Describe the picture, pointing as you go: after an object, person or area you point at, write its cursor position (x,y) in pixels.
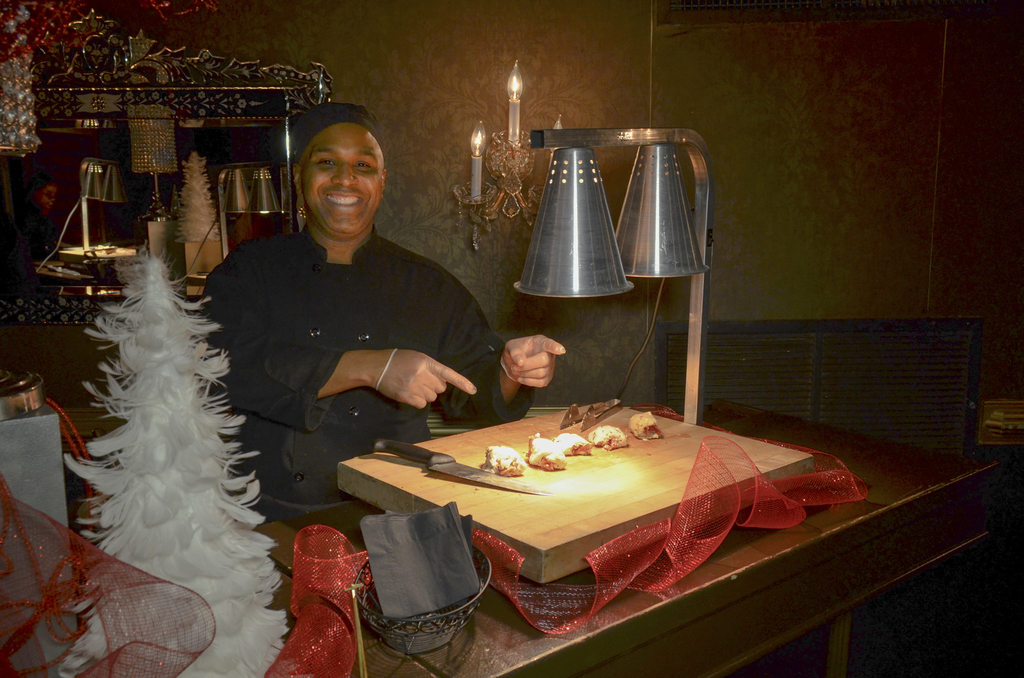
In this image, we can see a person (365,309) standing and there are some chicken pieces (608,431) and a knife (449,469), a cutting board (518,519) and some decor clothes (607,544) and some feathers (264,619) and some other objects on the stand (698,631). In the background (157,132), there is a mirror (161,108) and we can see lights (147,137) and some other stands (585,255) and there is a wall (910,296).
